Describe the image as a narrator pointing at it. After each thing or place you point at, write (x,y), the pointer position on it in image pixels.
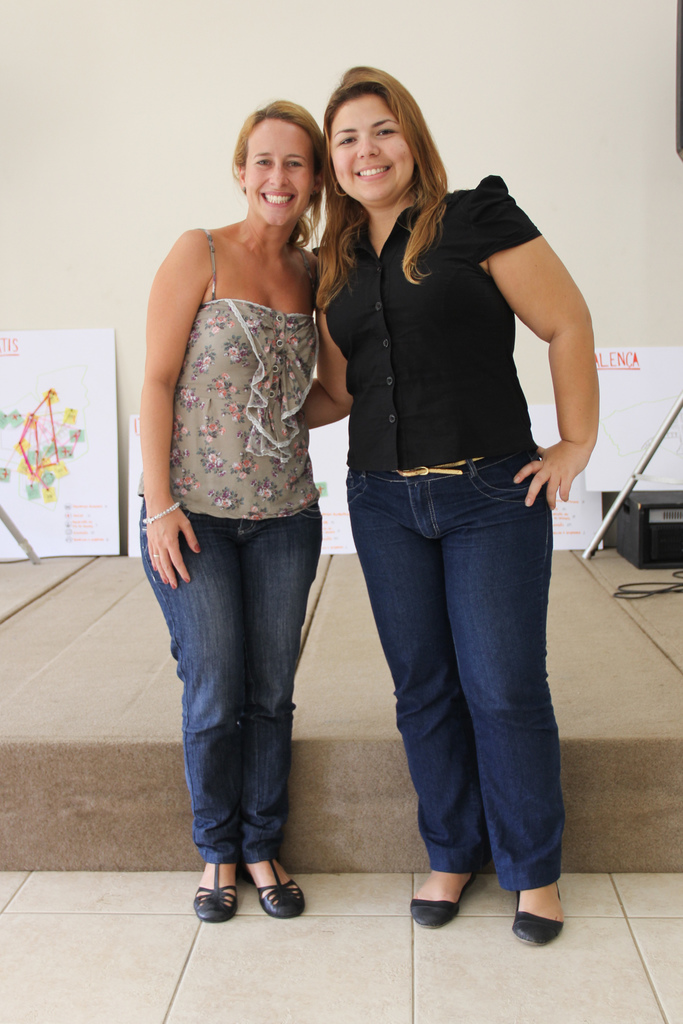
On the left side (206,407), there is a woman (193,305) in a jean pant (175,652), smiling and standing. Beside her, there is another woman (443,273) in a black color shirt (454,263), smiling and standing on the floor (74,912). In the background (670,351), there are posters (678,354), two stands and a black color device (663,514) on a stage (665,608) and there is a wall (579,61).
